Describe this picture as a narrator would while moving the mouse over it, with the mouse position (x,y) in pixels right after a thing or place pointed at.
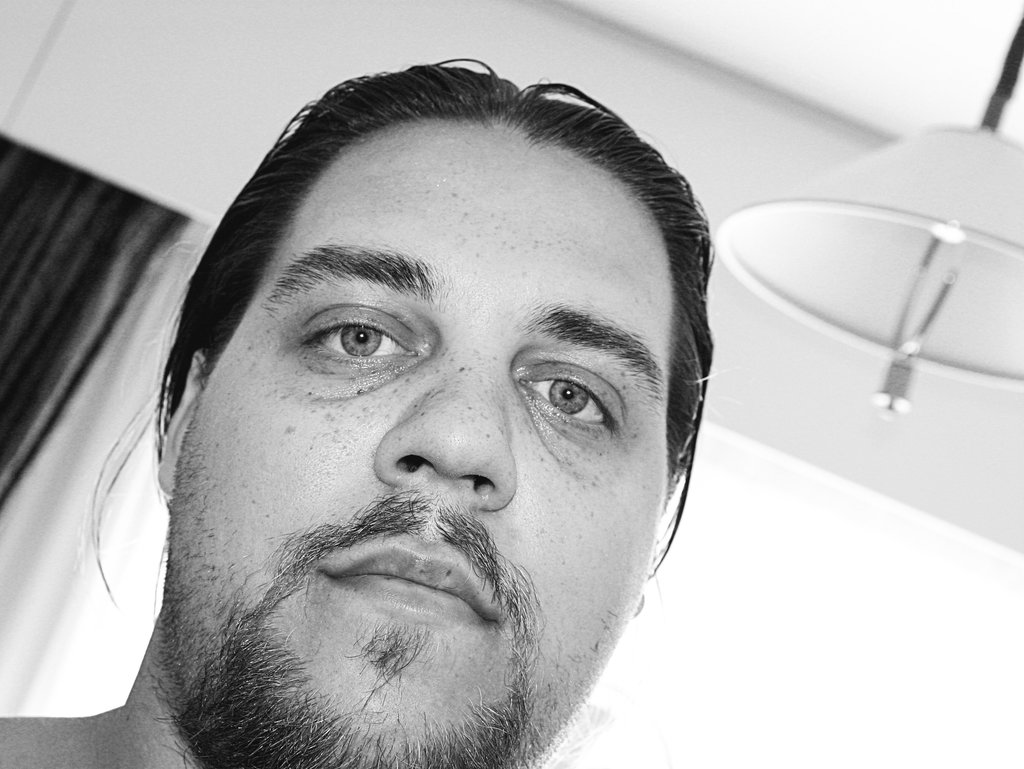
This is a black and white picture. In the background (878,473) we can see the wall (1015,411), cloth (40,226). We can see the face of a person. On the right side of the picture (862,229) we can see an object (861,236).
